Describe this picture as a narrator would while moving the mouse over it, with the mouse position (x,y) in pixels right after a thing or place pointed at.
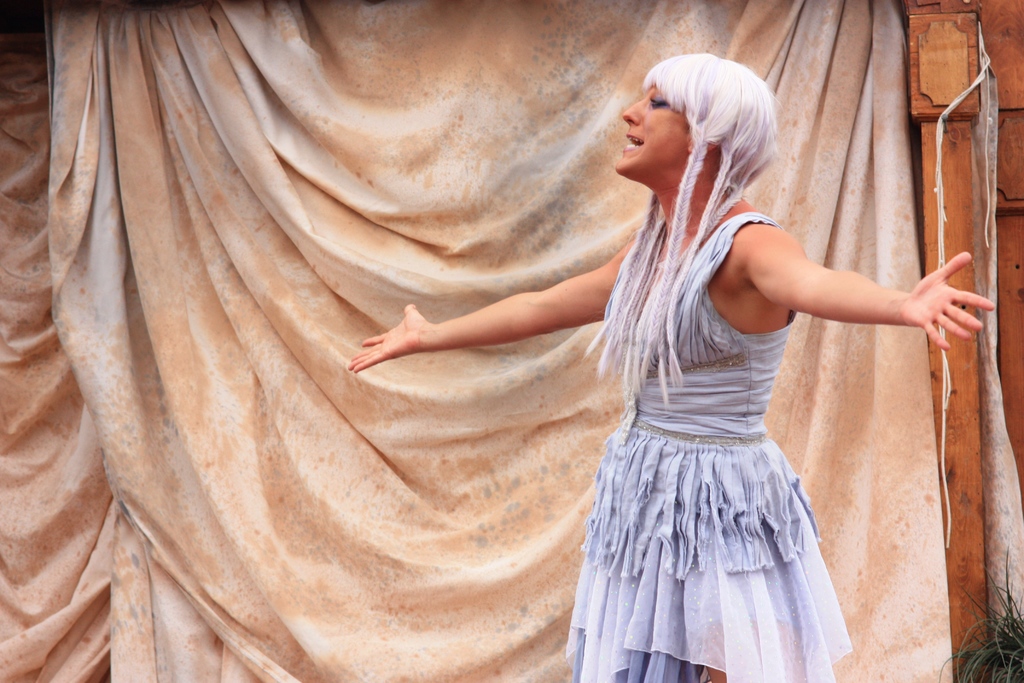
In this picture we can see a woman (787,628) standing and in the background (91,134) we can see a plant (1004,666), curtains (947,654) and a wooden object (1001,102).
